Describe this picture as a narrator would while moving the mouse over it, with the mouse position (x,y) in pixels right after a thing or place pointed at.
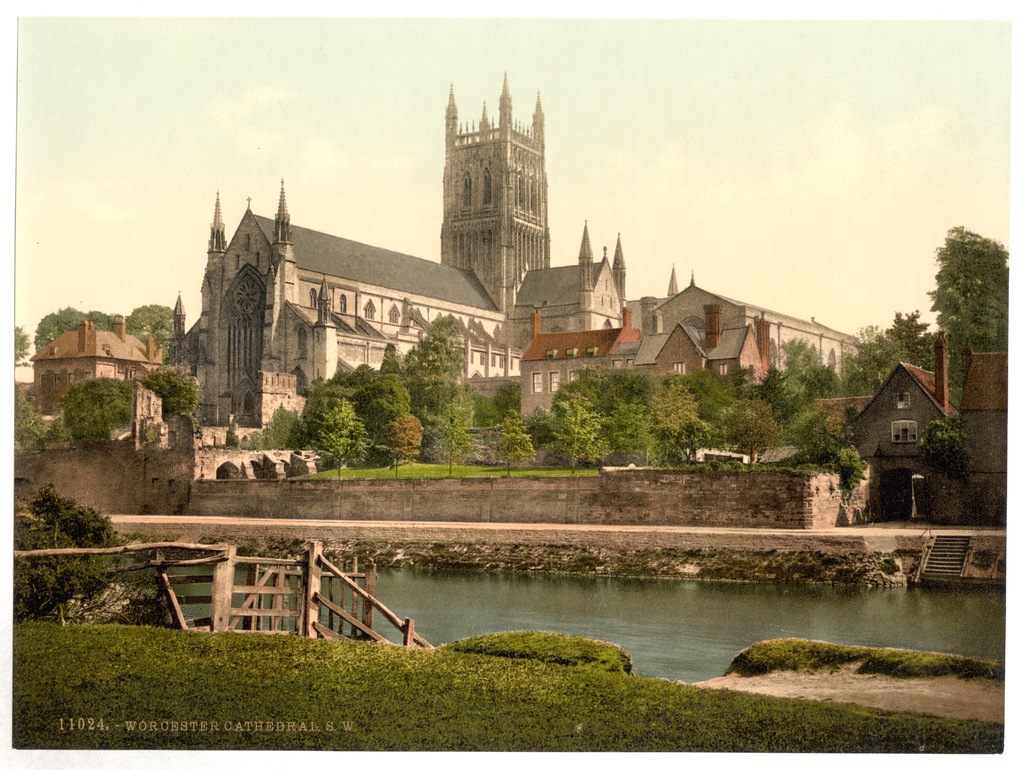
In this picture I can observe a lake (465,614) in the bottom of the picture (524,582). On the left side (217,594) I can observe wooden railing (164,571). In the middle of the picture (472,321) I can observe a building (473,346). There are some trees (672,426) in this picture. In the background (330,112) I can observe sky (679,124).
